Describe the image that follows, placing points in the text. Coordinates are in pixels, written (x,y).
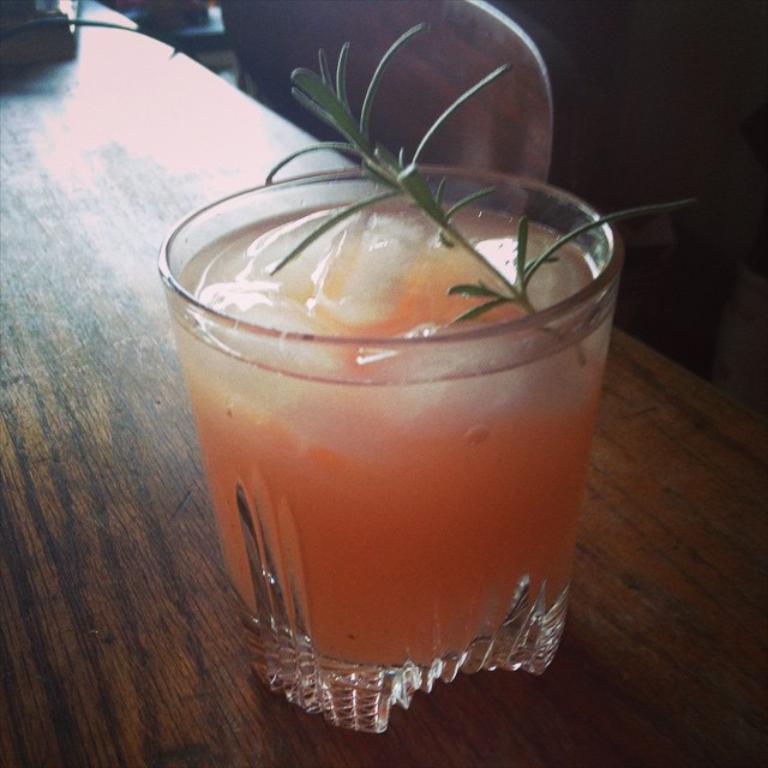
In this picture we can see a table (158,738), on this table (134,666) we can see a glass (383,542) with drink (373,543) in it.
